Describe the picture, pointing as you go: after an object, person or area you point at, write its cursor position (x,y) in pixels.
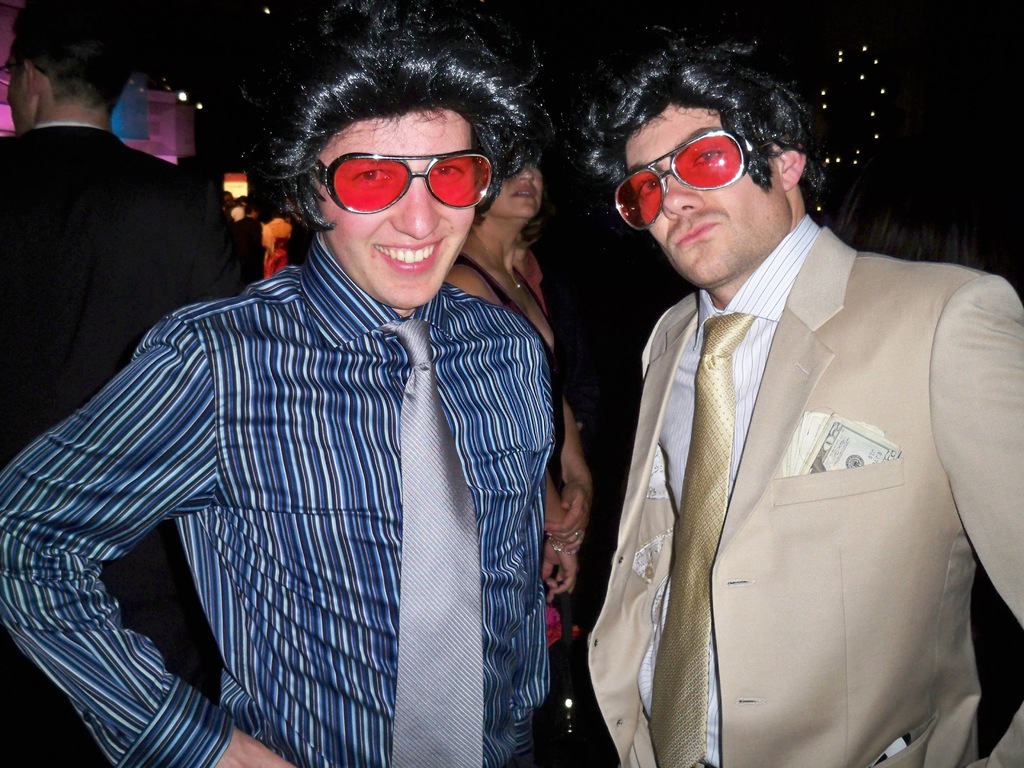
In this picture there are two persons (464,558) standing and wearing goggles (409,186) and wigs (763,135).
